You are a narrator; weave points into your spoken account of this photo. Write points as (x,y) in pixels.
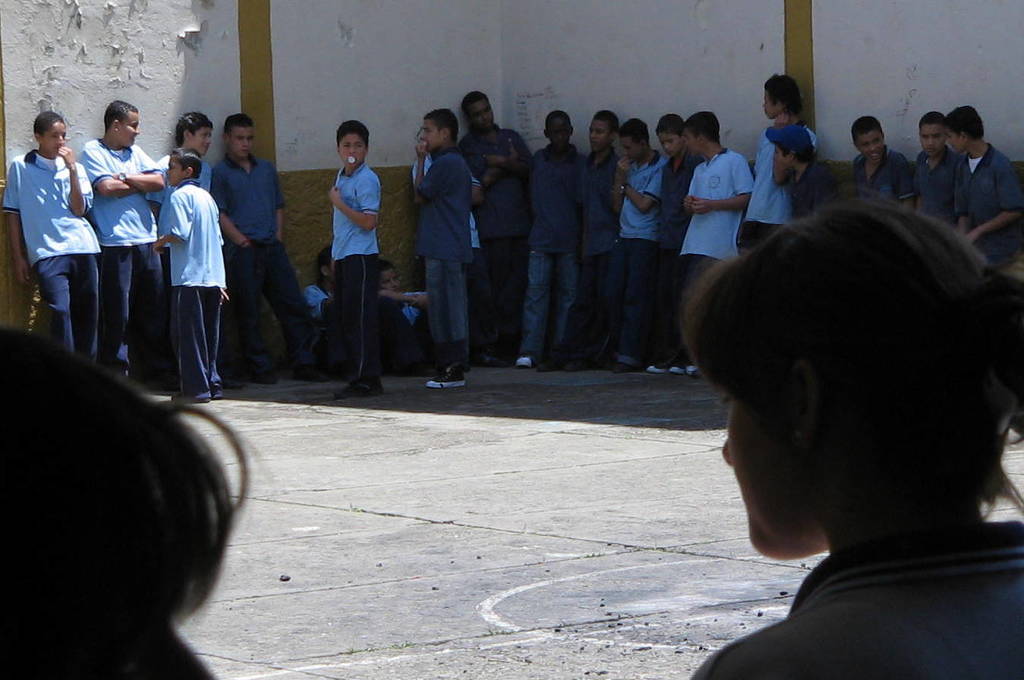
In the background of this image (450,376), there are persons (243,279) standing near a wall (514,46) and few (386,313) are sitting on the ground (471,498). This seems like a school playground (487,498).
